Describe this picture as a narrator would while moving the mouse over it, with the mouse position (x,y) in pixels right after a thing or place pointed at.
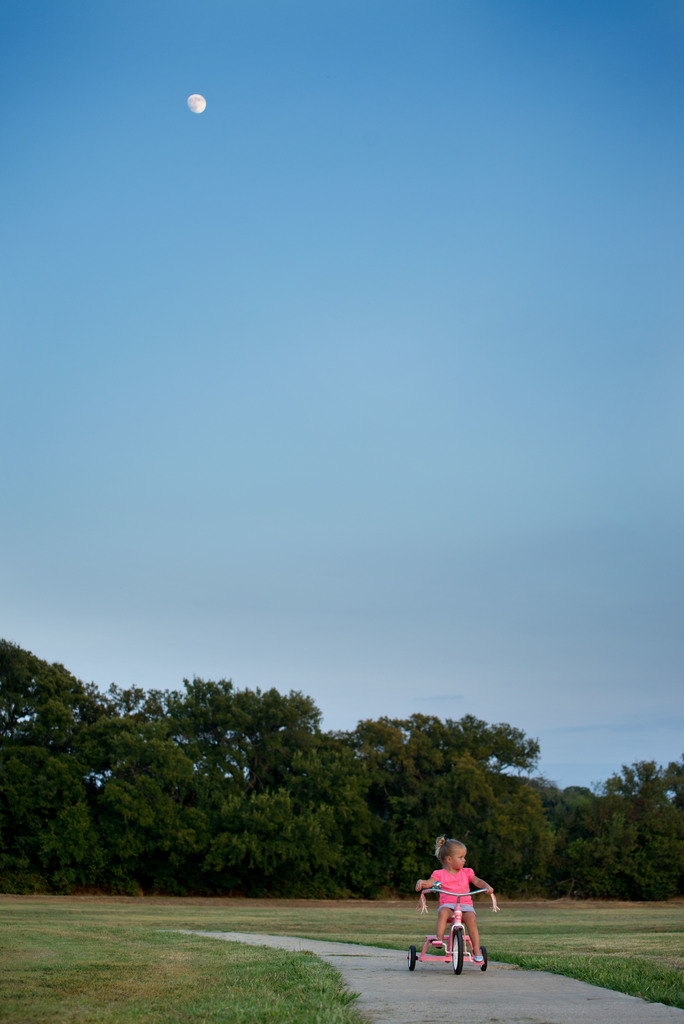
In this image, I can see a girl (471,910) sitting on a tricycle (457,916). At the bottom of the image (142,989), there are trees (187,809) and the grass (173,973). In the background (197,525), I can see the moon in the sky (338,327).
